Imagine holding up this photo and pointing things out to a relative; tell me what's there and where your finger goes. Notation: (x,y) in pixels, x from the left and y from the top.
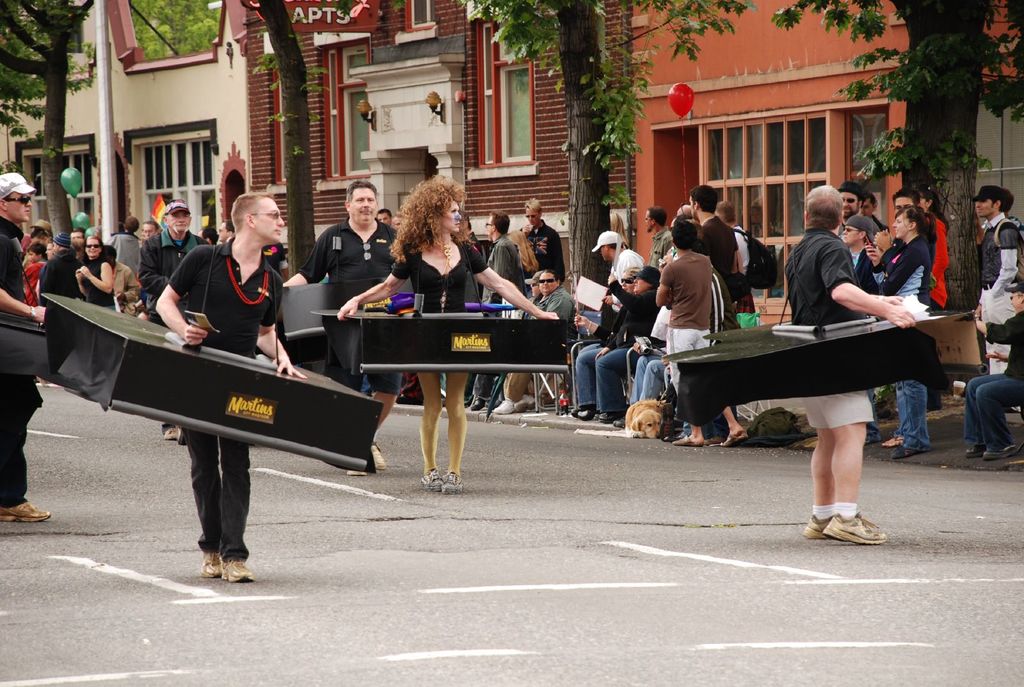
As we can see in the image are few people (385,269) here and there. Few are standing, few are sitting on chairs (573,363) and few of them are holding musical instruments (297,395). There are trees (52,27), buildings (469,57), balloons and windows (730,158).
